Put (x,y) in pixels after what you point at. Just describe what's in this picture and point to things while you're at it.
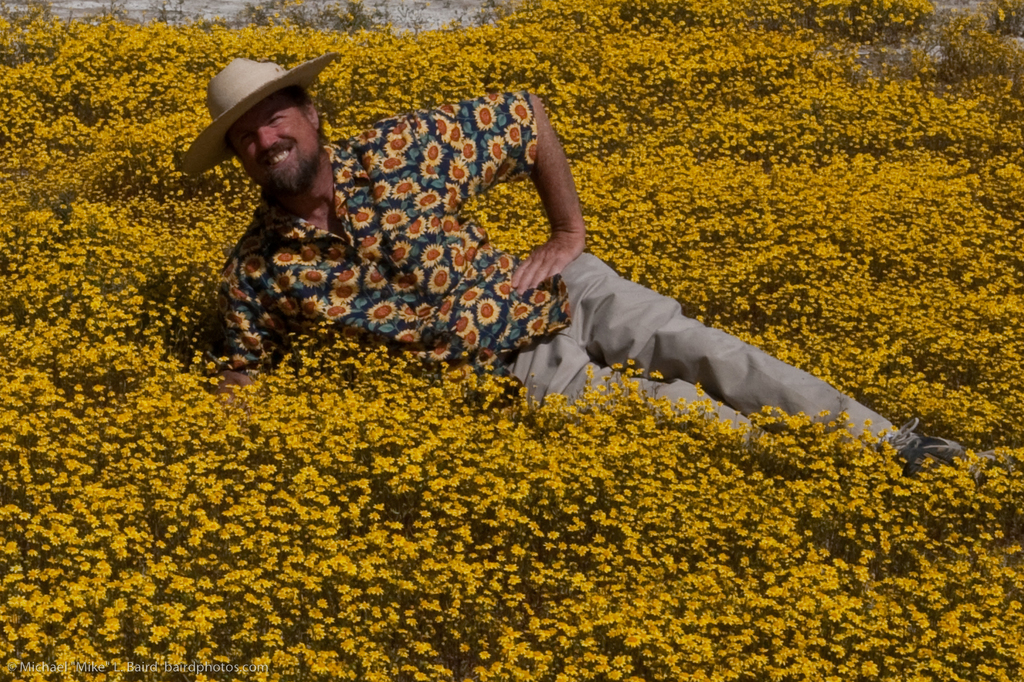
In this image we can see a person (567,278) wearing shirt (439,304) and hat (311,62) is lying on the flower garden (386,417).
